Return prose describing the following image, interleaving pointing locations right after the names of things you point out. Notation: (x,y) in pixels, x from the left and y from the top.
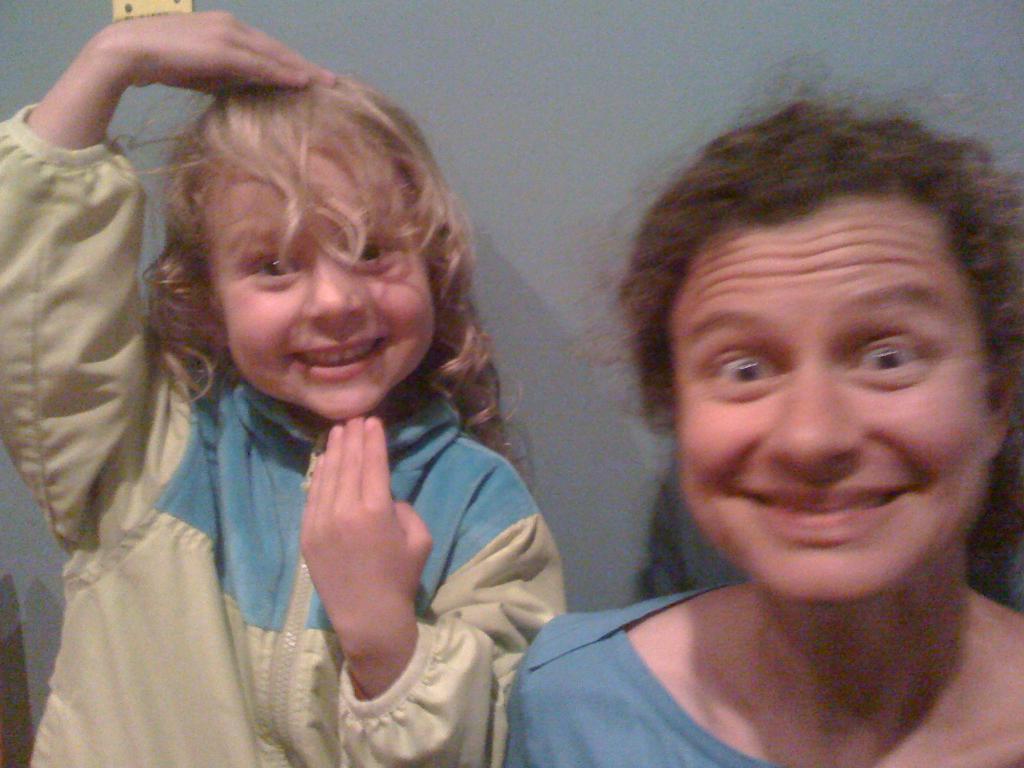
In this image I can see a woman (803,666) and a child (317,545) smiling. I can see the grey colored background (668,36).
